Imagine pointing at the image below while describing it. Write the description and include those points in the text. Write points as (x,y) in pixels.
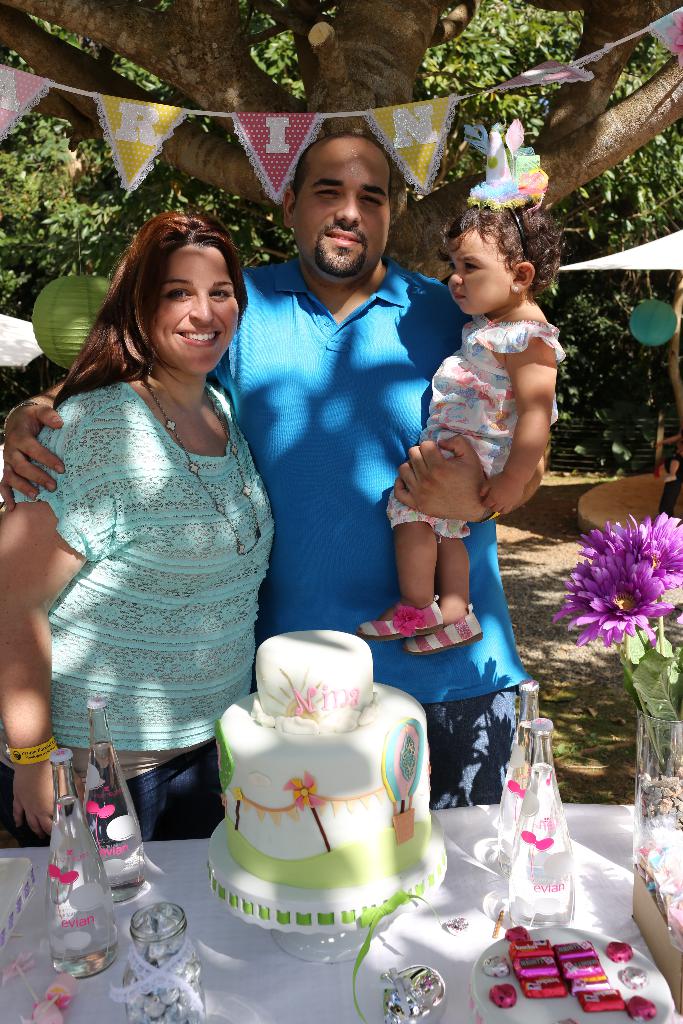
In this picture I can see a man (374,551) and a woman (180,494), the man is carrying a kid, there are bottles (100,893), cake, chocolates (590,979) and some other items (146,947) on the table (298,989), there are decorative flags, paper lanterns (661,313), and in the background (301,66) there are trees (568,320).
